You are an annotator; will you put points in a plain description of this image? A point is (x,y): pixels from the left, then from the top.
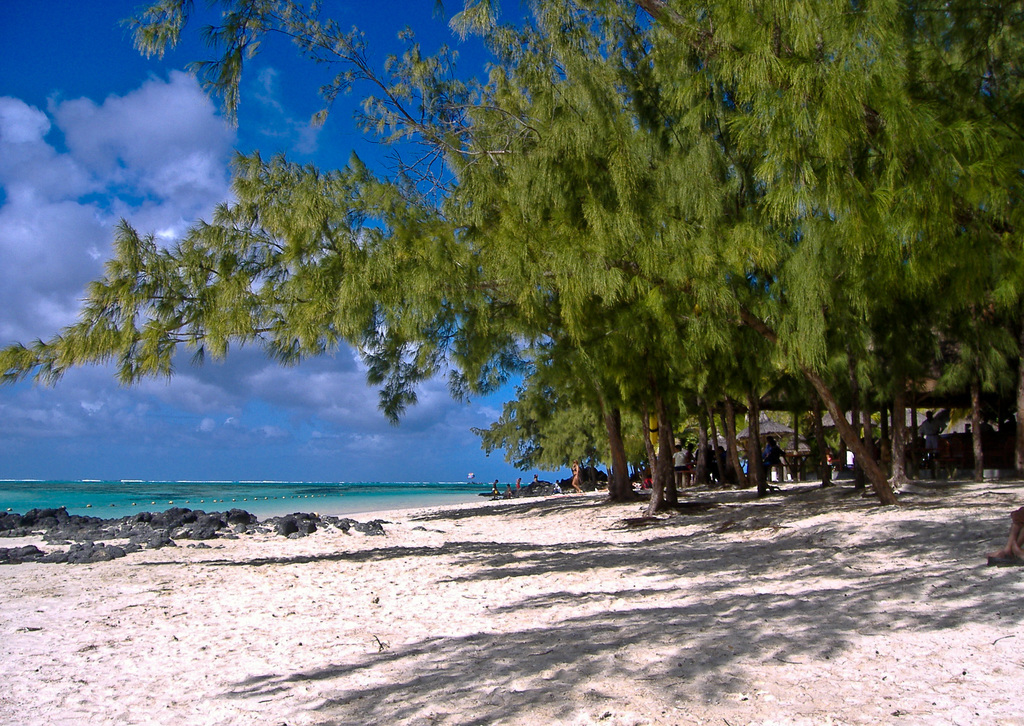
In the image we can see the sky (136,77), clouds (166,170), trees (507,355), and, water (270,501) buoy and a few people (520,484).
